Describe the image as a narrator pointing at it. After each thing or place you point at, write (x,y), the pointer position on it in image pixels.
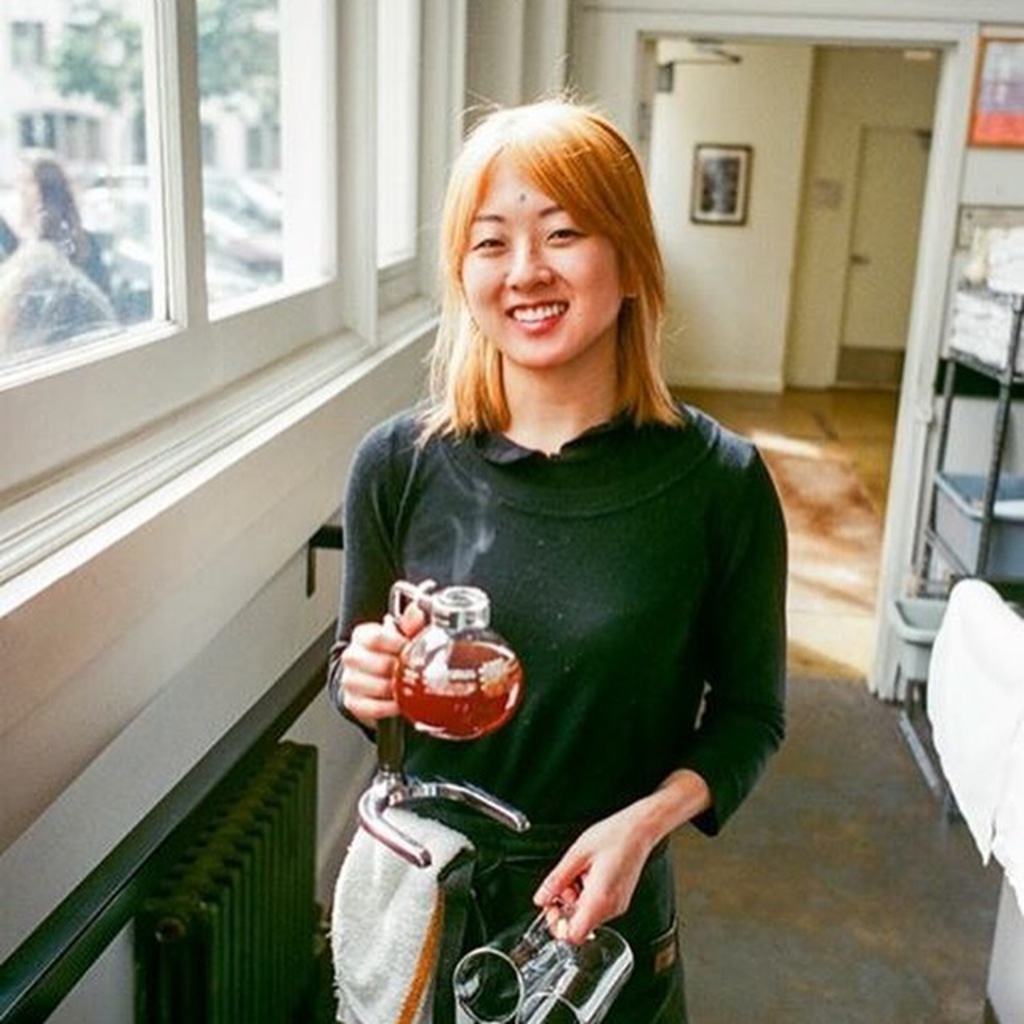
In this image in front (575,668) there is a person (590,707) standing by holding the jars (556,950). Beside her there are glass windows (303,231). On the right side of the image (1004,526) there is a rack (1004,414) with the objects (964,476) in it. On the backside (756,209) there is a wall (669,194) with the photo frame (731,169) on it. At the bottom of the image (829,865) there is a floor (867,893).
